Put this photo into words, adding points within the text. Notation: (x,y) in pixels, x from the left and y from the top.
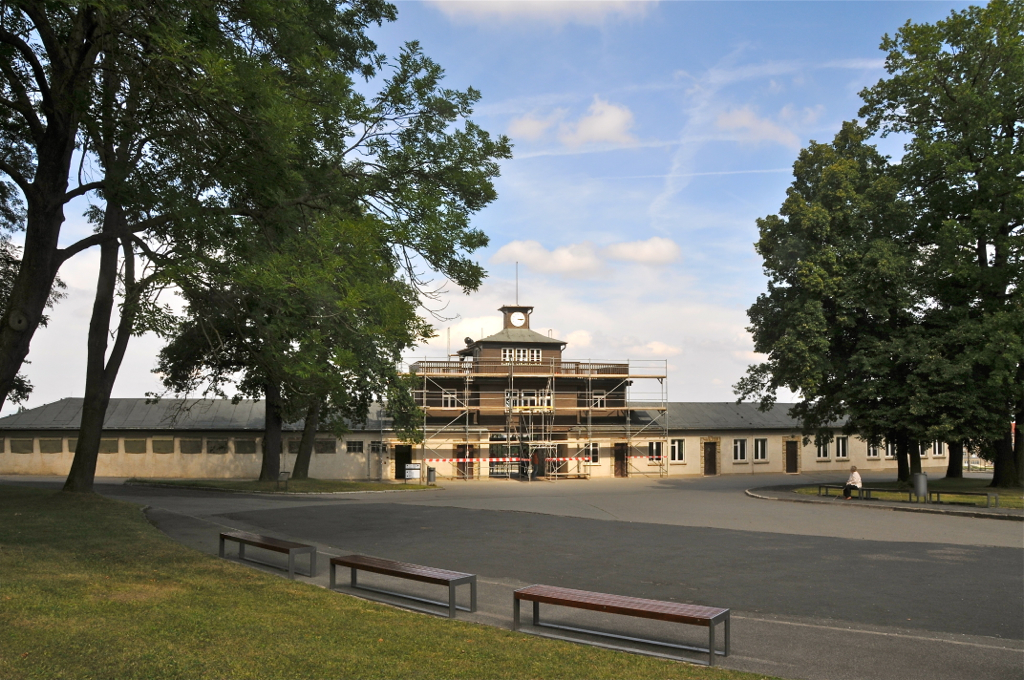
To the bottom left of the image (122,596) there is a grass (104,622) on the ground (104,622) and also there are trees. In front of the ground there are three benches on the footpath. In front of the footpath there is a road (849,512). Behind the road (828,512) there are benches (877,496) and a person (851,484) is sitting on it. Behind them there are trees (901,472). In the background (881,448) there is a building (516,416) with walls (334,454), pillars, poles (465,429) and roofs (637,406). To the top of the image (563,152) there is a sky (589,200) with clouds (33,359).
